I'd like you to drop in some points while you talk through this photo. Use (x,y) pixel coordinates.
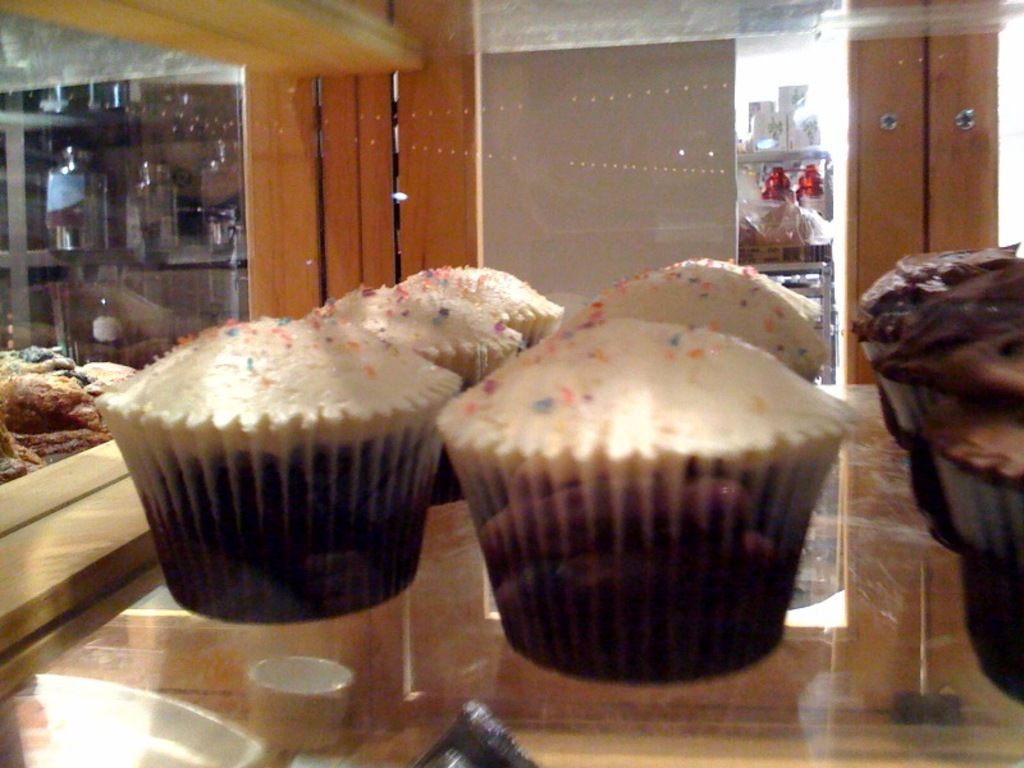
This picture might be taken inside the room (861,140). In this image, there is a table (926,582), on that table (760,693), we can see few cupcakes (673,598). On the left side (55,331), we can see a glass window (66,332), outside of the glass window (87,317), we can see some food items (108,374). In the background (913,138), we can see a door (952,161), outside of the glass door (840,120), we can see a table (787,155). On that table (797,209), we can see some covers (805,234) and a wall (646,209).
